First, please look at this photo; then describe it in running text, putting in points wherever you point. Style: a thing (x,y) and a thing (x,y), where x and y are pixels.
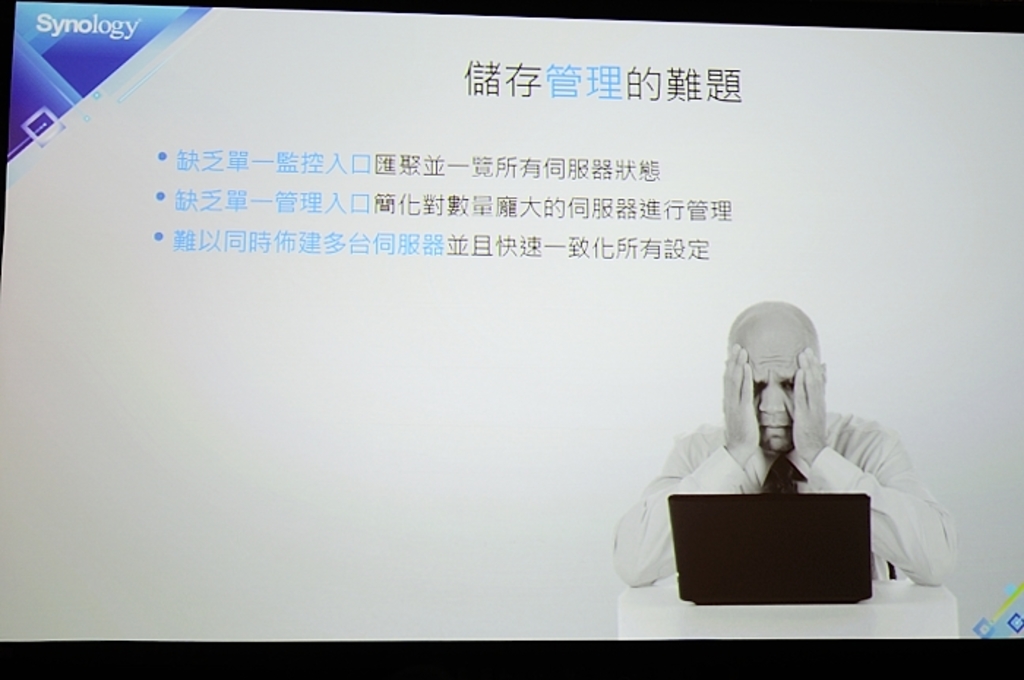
In this image I can see the screen (487,215). In the screen (430,174) I can see the text (600,174) and the person (741,394) in-front of the laptop (727,506). And there is a black background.
